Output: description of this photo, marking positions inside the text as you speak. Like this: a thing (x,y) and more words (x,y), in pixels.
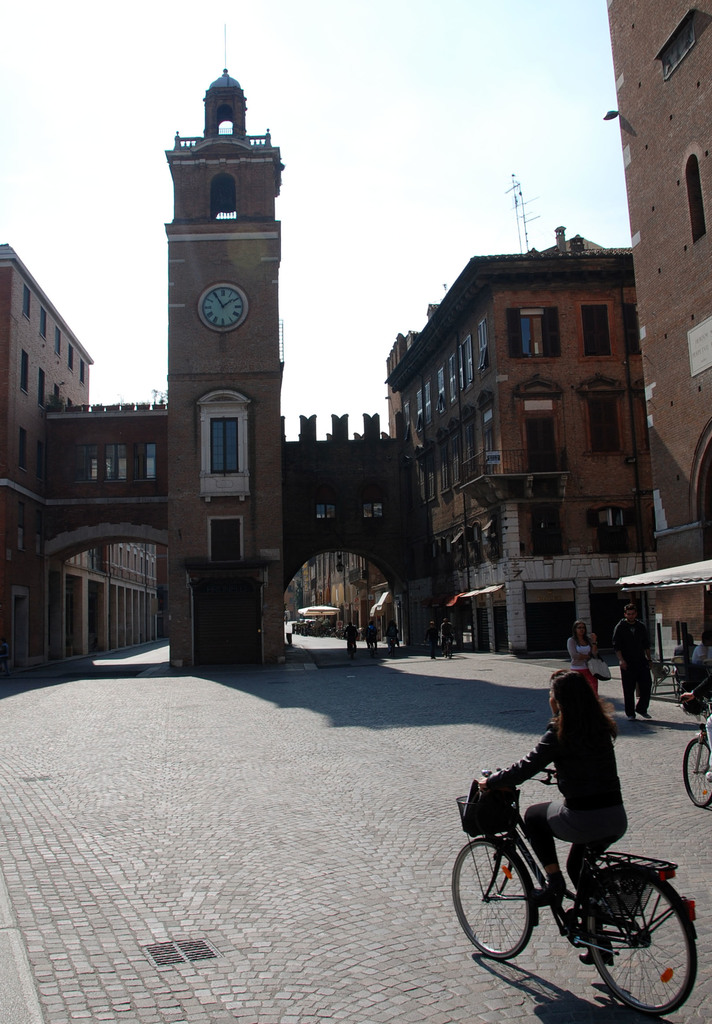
In the image there are two buildings (460,394) attached with a clock tower (210,533) in between and many people (570,750) are moving around those buildings (21,569) on that path (309,824), on the right side (702,142) there is another building (689,193).
